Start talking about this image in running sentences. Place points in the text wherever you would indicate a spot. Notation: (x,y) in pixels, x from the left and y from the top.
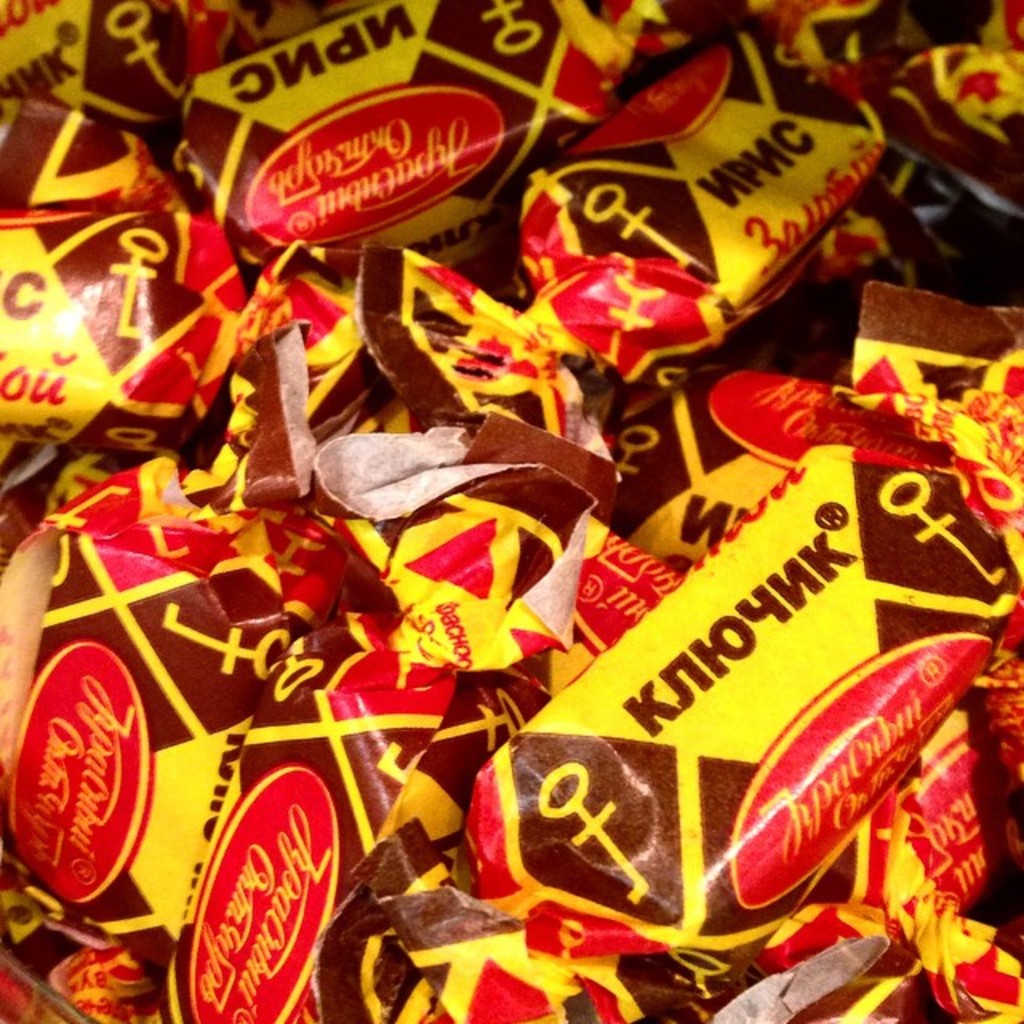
In this picture we can see some packs (458,749).
